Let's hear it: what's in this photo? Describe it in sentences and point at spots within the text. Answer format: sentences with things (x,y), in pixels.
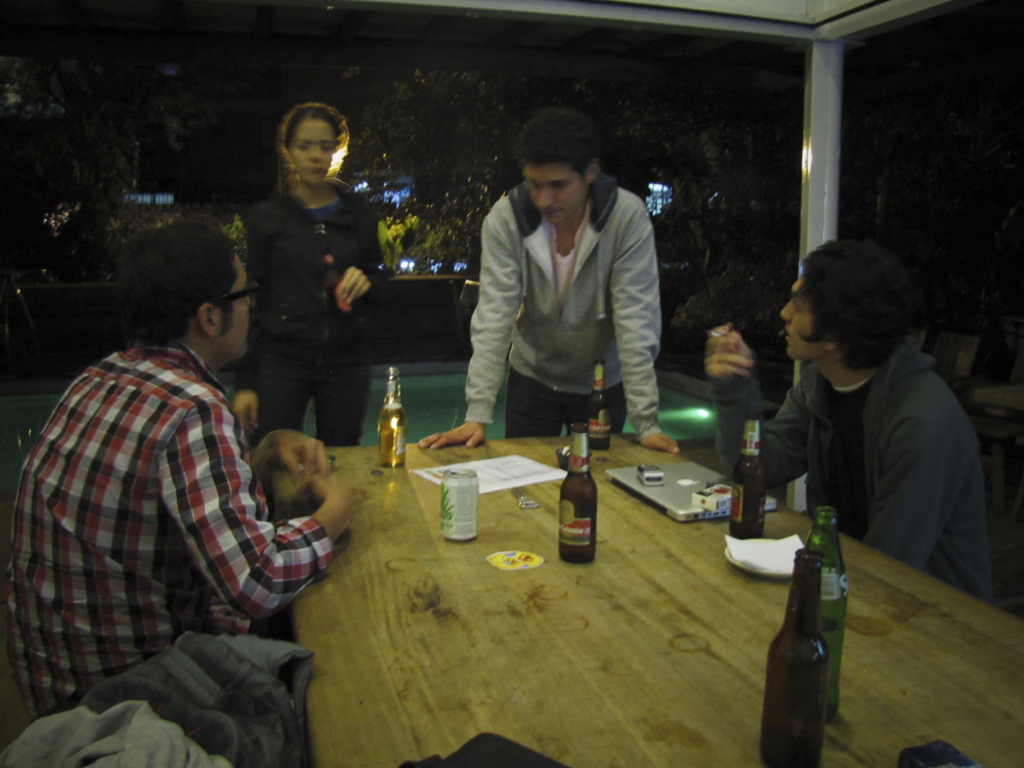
In the middle (526,277) there are two persons (361,251) standing and on the right (824,399) and left men (870,343) are sitting on the chair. In the middle (490,504) there is a table (509,504), on the table (490,504) we can see bottles (400,431), laptop (685,500), tissue papers (750,558) and tin (460,484). In the background (395,221) we can see trees (446,193).
